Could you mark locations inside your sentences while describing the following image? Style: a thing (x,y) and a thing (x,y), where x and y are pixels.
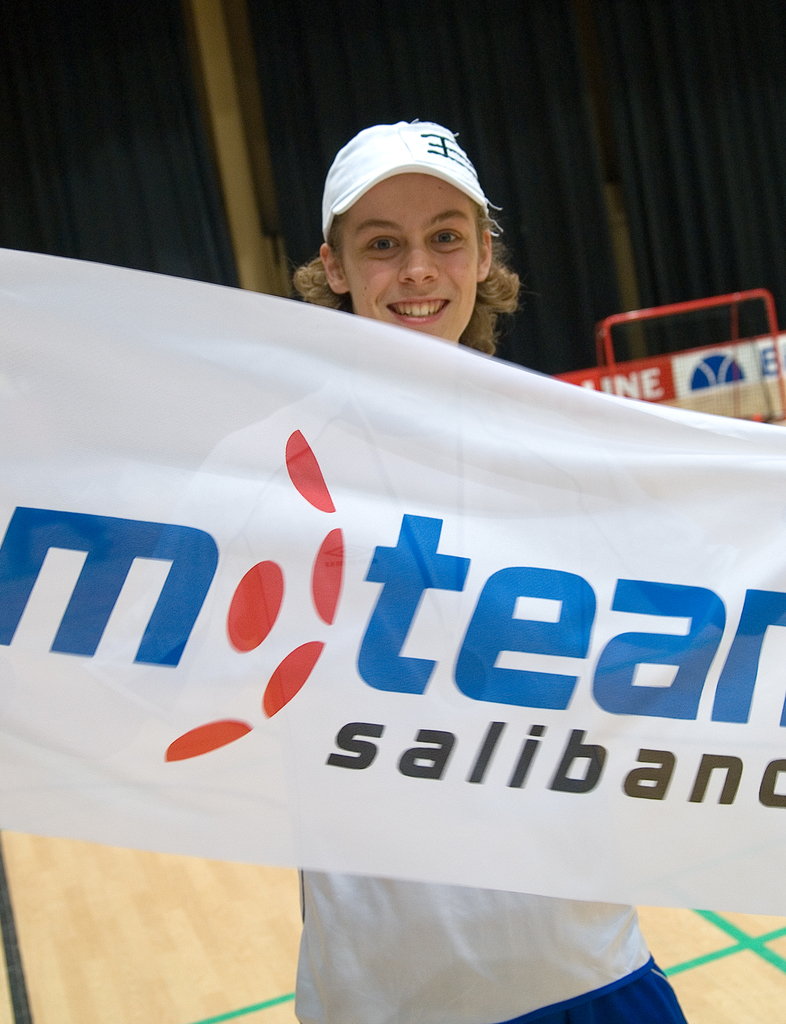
There is a person (354,298) wearing cap (379,176). In front of her there is a banner (437,684) with something written. In the background (633,319) there is banner (749,350), red color stand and curtain (309,77).
